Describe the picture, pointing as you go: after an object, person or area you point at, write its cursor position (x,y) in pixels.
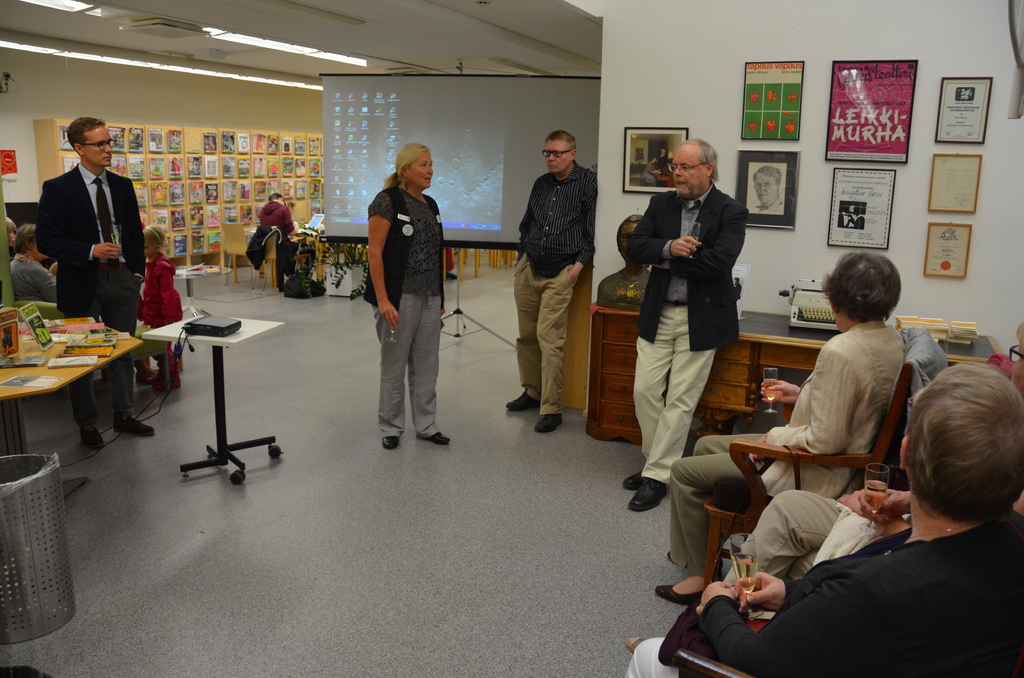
In this image, I can see four persons (678,247) standing on the floor (197,426) and few people (49,288) sitting on the chairs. On the left side of the image (59,492), I can see a dustbin (57,518) and there are books (84,354) on the table (55,372). There is a projector (233,328) on another table (222,342). In the background (438,145), I can see a projector screen (435,177) with stand (457,290) and books (175,141) in the book rack (250,180). At the top of the image (216,34), I can see the tube lights (250,43) attached to the ceiling (419,36). On the right side of the image (764,191), there are photo frames (874,111) attached to the wall (935,32) and I can see a sculpture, typewriter (798,316) and few other objects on the table (788,329).
